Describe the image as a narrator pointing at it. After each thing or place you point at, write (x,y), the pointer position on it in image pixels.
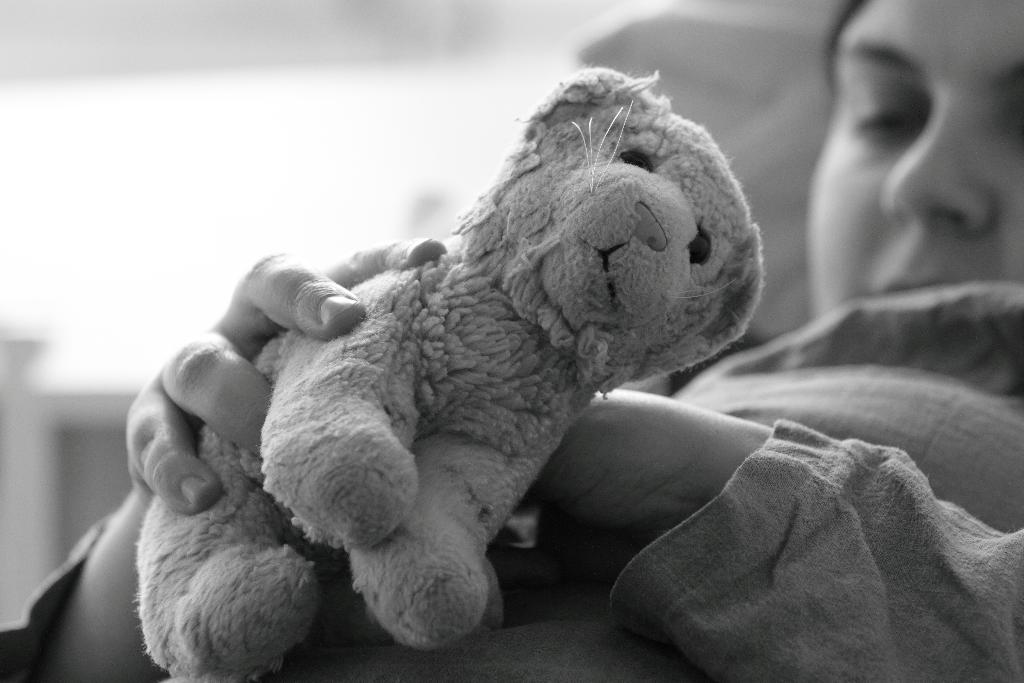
This picture shows a woman (763,454) holding a toy (473,444) in her hands (322,324).
